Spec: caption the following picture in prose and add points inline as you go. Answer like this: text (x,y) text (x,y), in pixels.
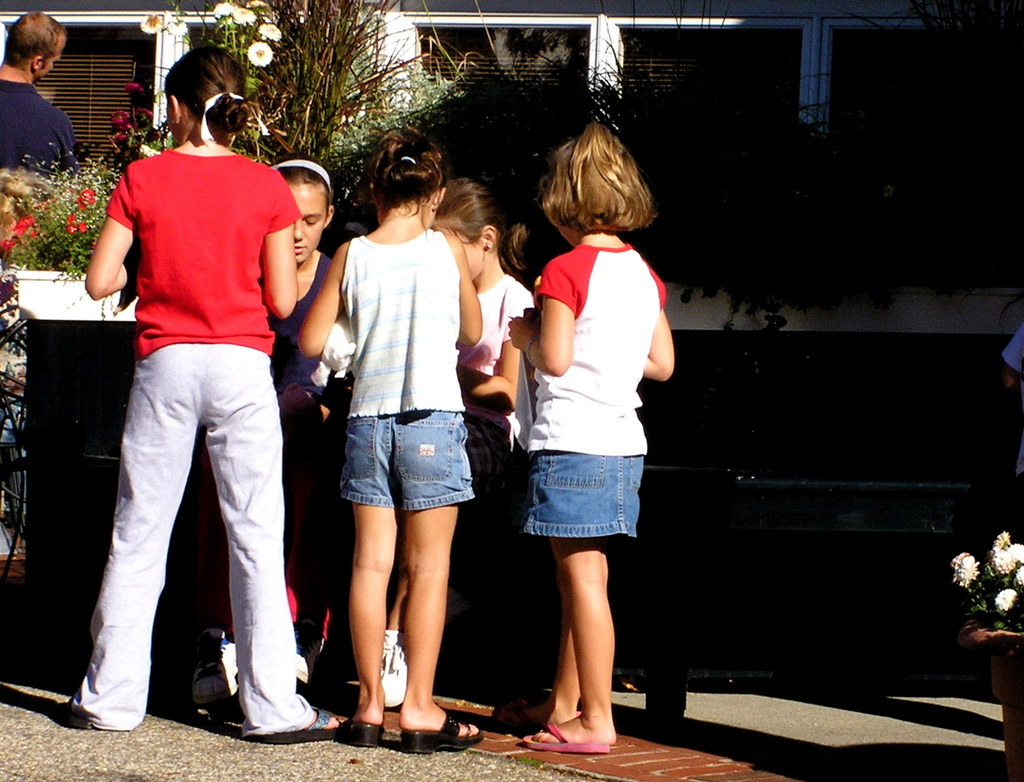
In this image I can see the ground (160,711), few persons (360,356) are standing on the ground (173,718), few plants (872,174) and few flowers (270,53) which are white, pink and red in color. In the background (145,43) I can see a building (455,40).
